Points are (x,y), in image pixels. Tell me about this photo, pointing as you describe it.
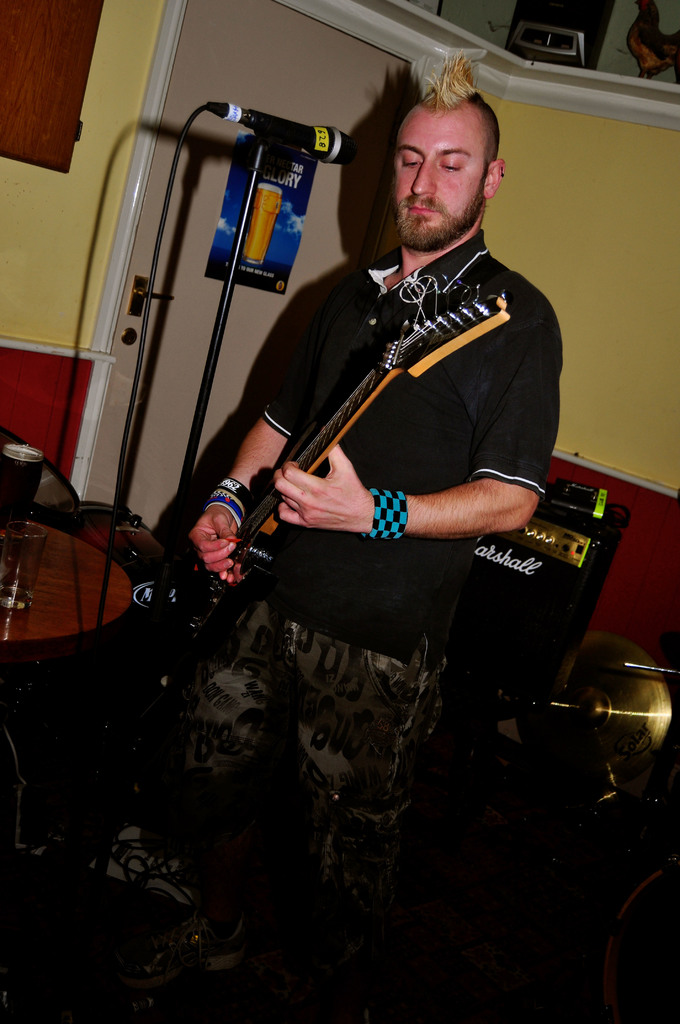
In the image a man (430,560) is standing he is wearing black shirt (449,443) he is holding the guitar (441,335) with his both hands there is a mic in front of him and also table (87,591), upon the table (39,574) there are two glasses (13,466), in the background (616,378) there is a cream color wall (589,249).
